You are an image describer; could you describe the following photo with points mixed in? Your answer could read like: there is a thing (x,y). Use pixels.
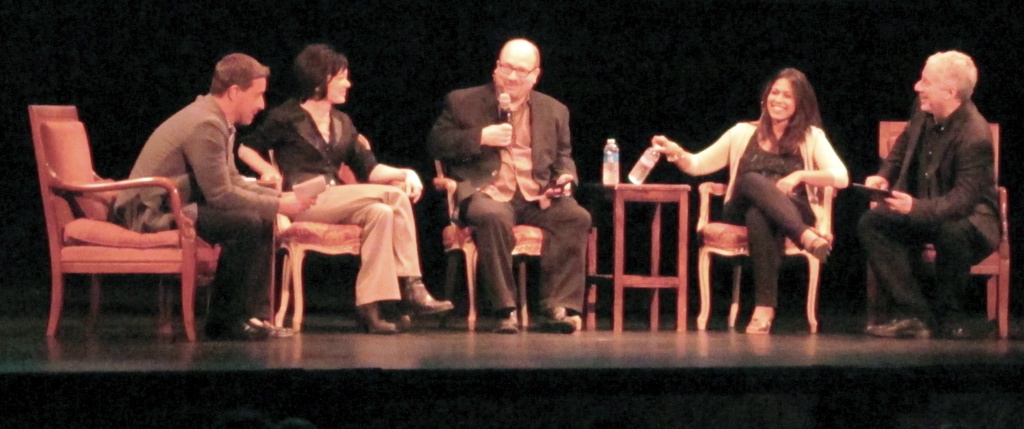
It looks like a debate there are total five person (542,137) three persons (528,138) to the left side (332,178) and two persons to the right side (761,115) in between there is a table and there is one bottle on the table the person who is sitting to the third is speaking something in the background (403,102) there is a black color.
